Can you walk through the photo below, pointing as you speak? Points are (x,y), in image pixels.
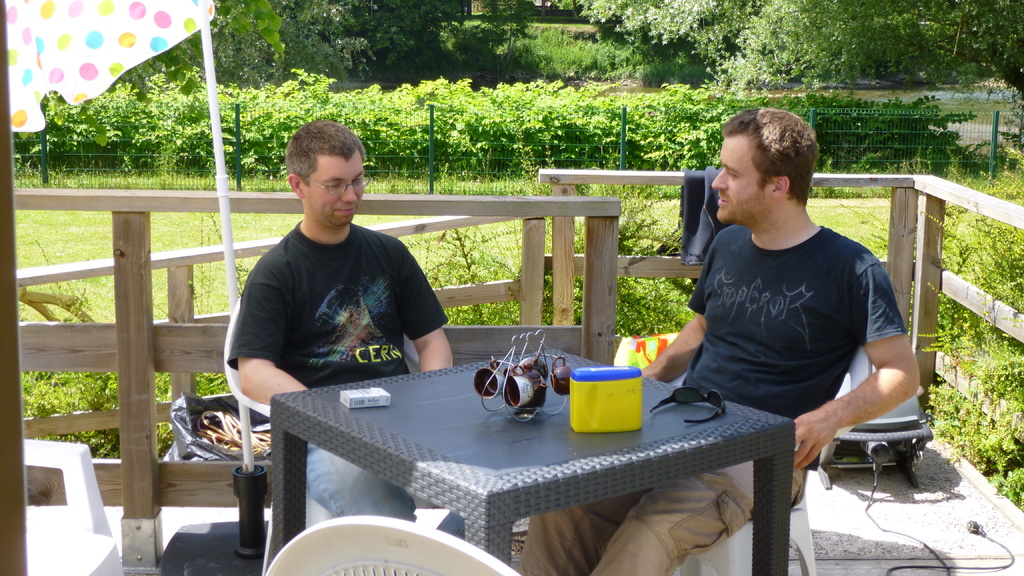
On the background (730,60) we can see trees (745,5) and plants (629,120). This is a fence (665,140). Here we can see few persons (266,388) sitting on chairs (856,370) in front of a table (545,421). He wore spectacles (366,185). On the table (513,478) we can see a stand (532,389) and cups (532,389) hanged over it. This is a box (627,409), goggles (708,393) and a cigarette box (376,399). These are chairs (375,532). This is a black cover (189,422). This is an umbrella (74,93).
